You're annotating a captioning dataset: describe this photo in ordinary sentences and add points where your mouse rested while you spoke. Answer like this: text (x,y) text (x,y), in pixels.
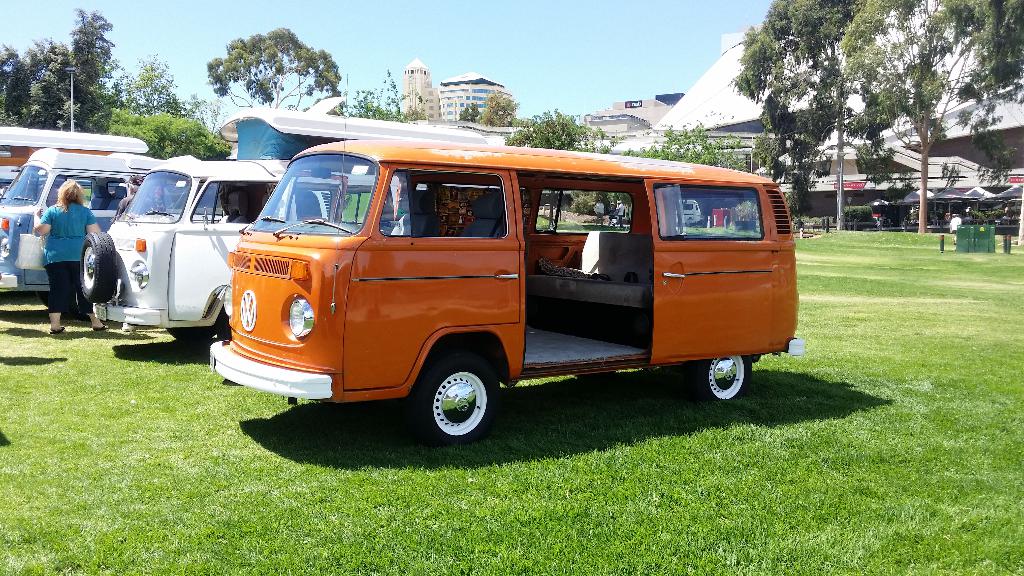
Here in this picture we can see number of vans (44,189) present on the ground (174,361), which is fully covered with grass (383,431) over there and we can also see people (56,253) standing over there and we can see trees (166,116) and plants (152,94) also present over there and on the right side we can see tents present and in the far we can see buildings (421,91) also present over there.
